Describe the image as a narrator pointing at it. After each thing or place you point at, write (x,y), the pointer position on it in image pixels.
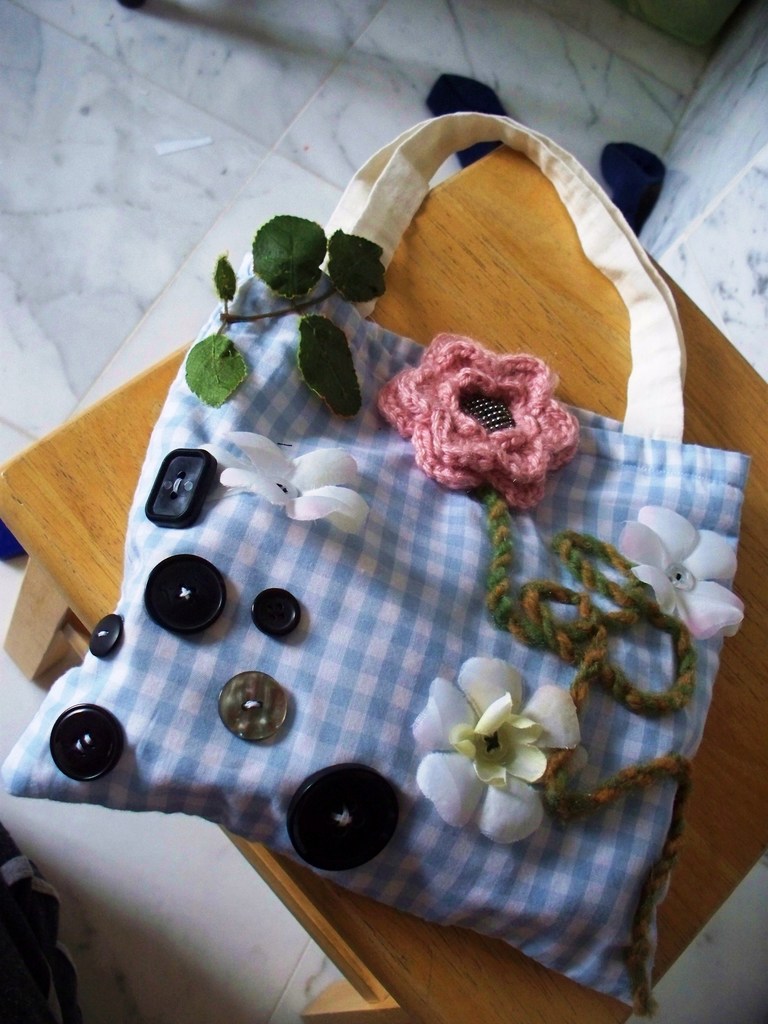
In the image there is a table (103,509), on table (124,483) we can see a bag (239,507) which is in blue and white color. On bag (288,424) we can also see some leaves (269,250), flower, button (249,698) in background (194,135) we can see a white color tiles (534,76).
